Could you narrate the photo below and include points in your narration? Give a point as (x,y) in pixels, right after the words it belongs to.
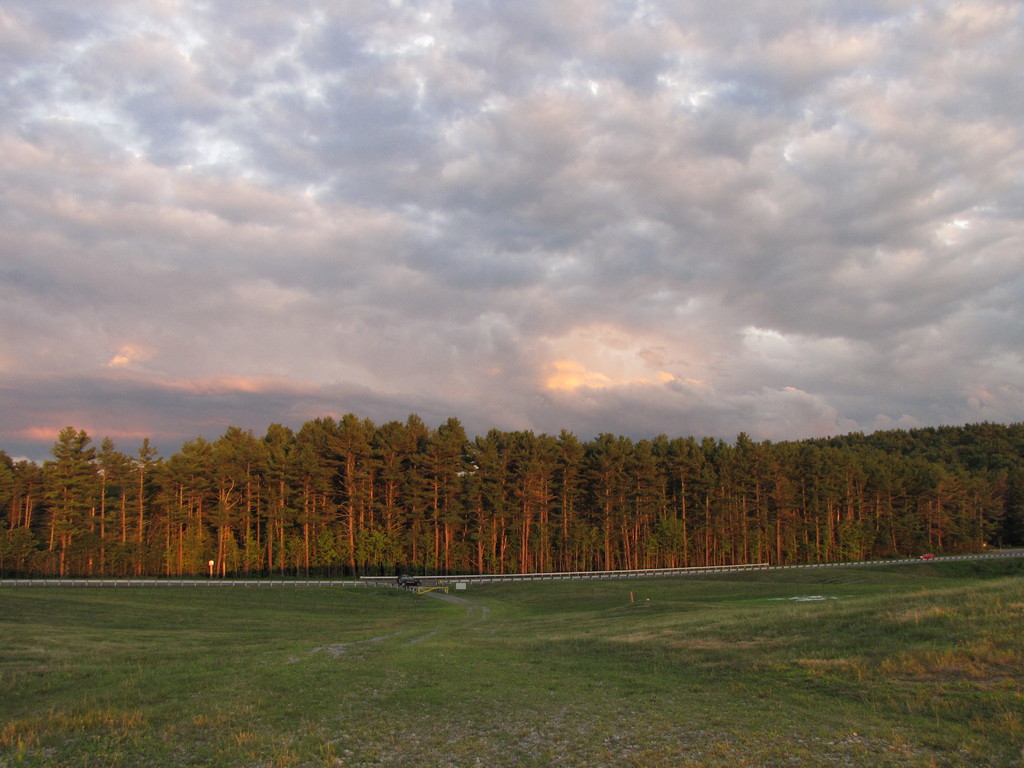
In this image there is grass (414,616) on the ground (608,631). In the background (459,503) there are trees (595,470). At the top (438,147) there is the sky (438,147). There are clouds (482,205) in the sky (634,217).
